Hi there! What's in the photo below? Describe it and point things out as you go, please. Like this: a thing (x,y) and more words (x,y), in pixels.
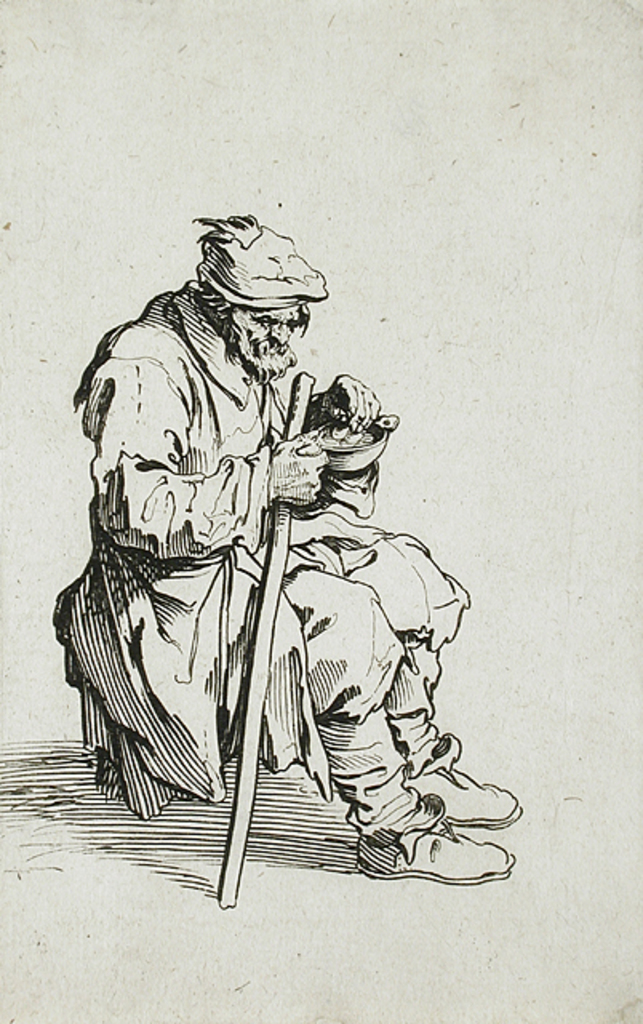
This is a black and white picture, in this image we can see a person (156,611) sitting and holding the objects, in the background (3,553) it looks the wall (516,423).
